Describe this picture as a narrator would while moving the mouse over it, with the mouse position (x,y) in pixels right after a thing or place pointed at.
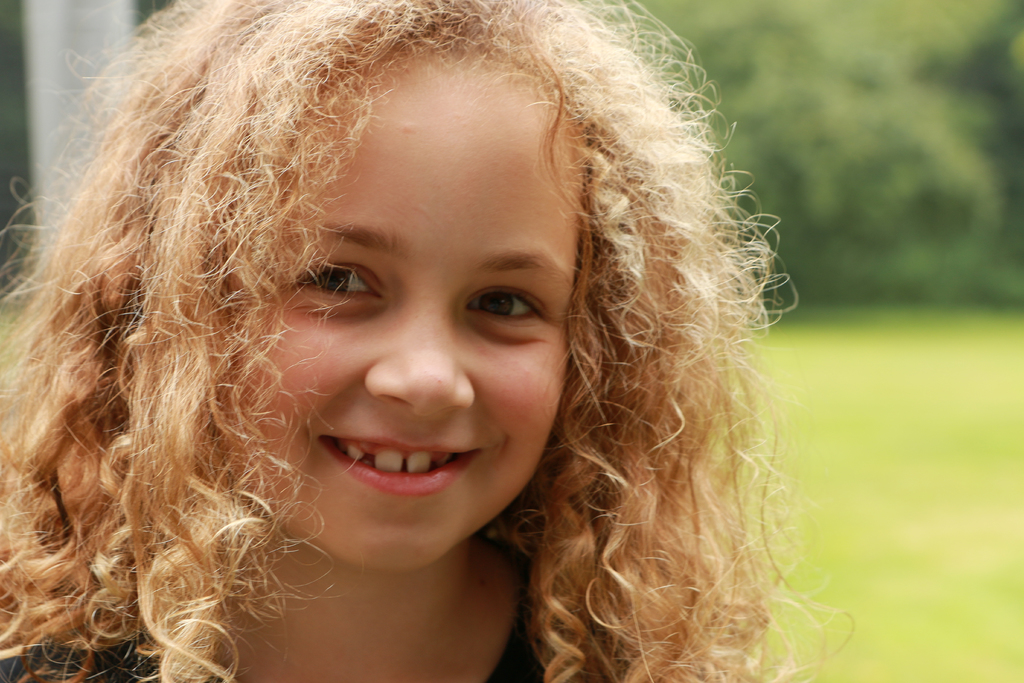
In this image I can see a girl (417,337) and I can see smile (416,476) on her face (416,476). In the background (921,429) I can see green colour and I can see this image is little bit blurry from background (820,23).
